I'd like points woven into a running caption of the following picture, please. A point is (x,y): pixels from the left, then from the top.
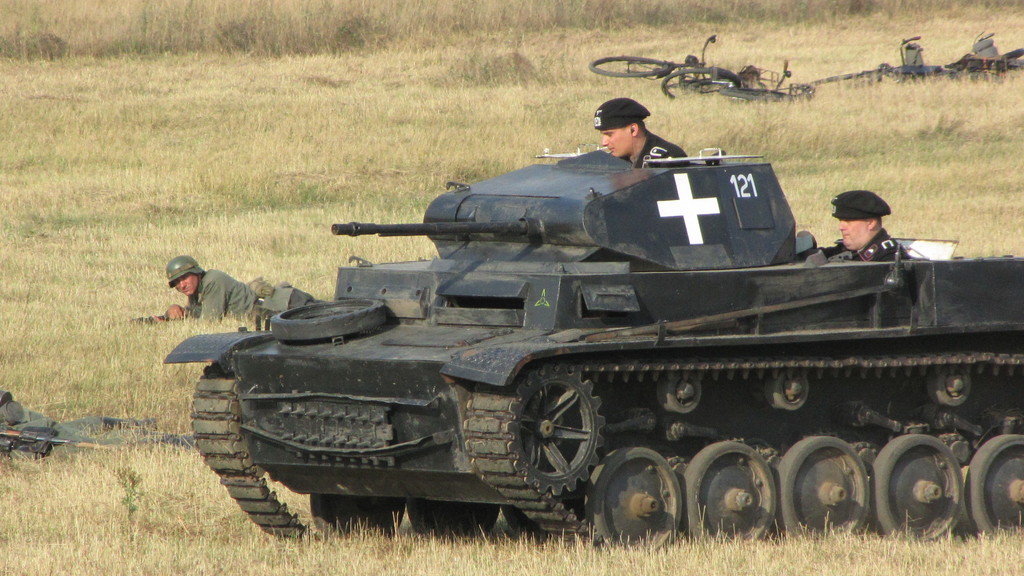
In this image in the center (467,321) there is a military tank (530,354) and there are persons (617,142) on the tank (743,231). In the background (207,305) there are persons (236,281) lying on the ground (140,364) and there are objects (705,62) which are black in colour and there is dry grass (525,562) on the ground (354,124).
